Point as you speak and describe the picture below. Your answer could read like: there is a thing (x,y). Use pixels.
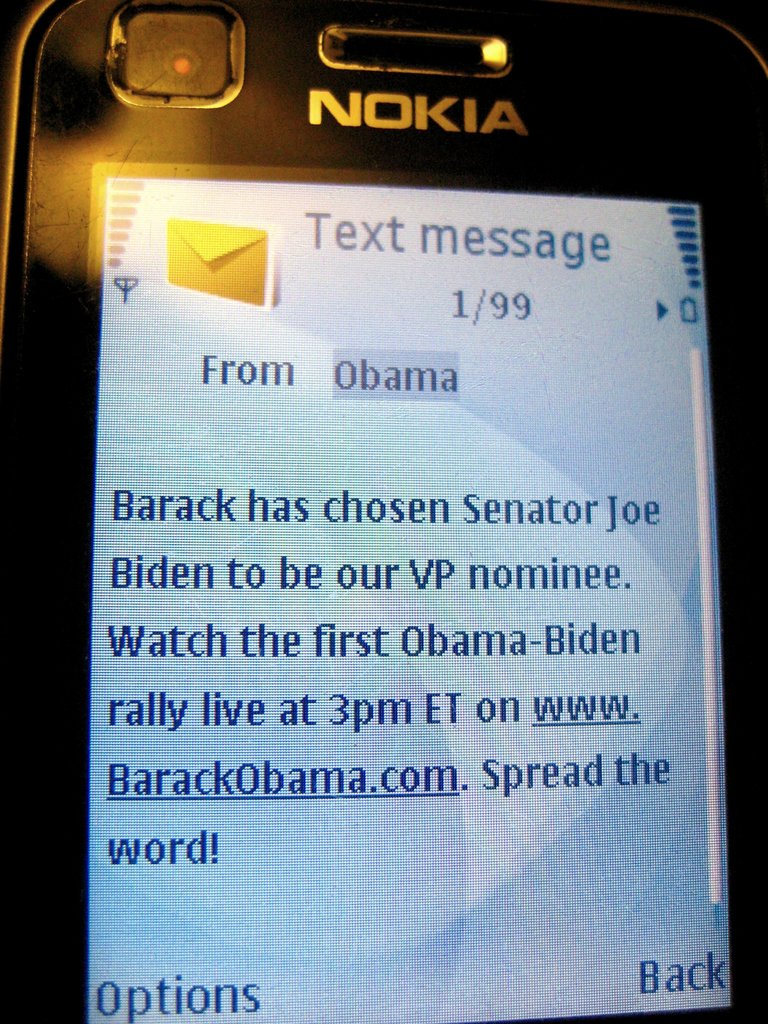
In the image we can see a mobile phone screen (97,1011).
